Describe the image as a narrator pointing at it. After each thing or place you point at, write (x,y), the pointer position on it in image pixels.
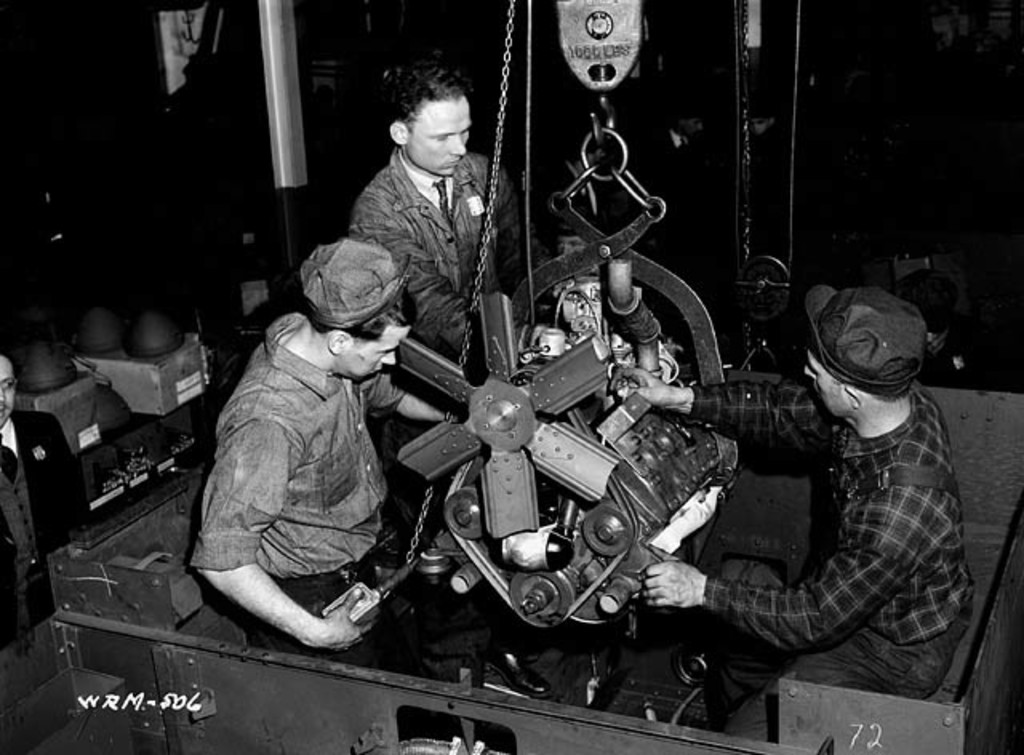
This is a black and white picture. In this picture we can see a machine (712,462) and a man (458,236) is standing near to it. We can see the other two men (853,412) wearing caps (329,303) and sitting. On the left side of the picture (65,489) we can see a person (65,489) and few objects (73,557). In the bottom left corner of the picture (76,693) we can see watermark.
